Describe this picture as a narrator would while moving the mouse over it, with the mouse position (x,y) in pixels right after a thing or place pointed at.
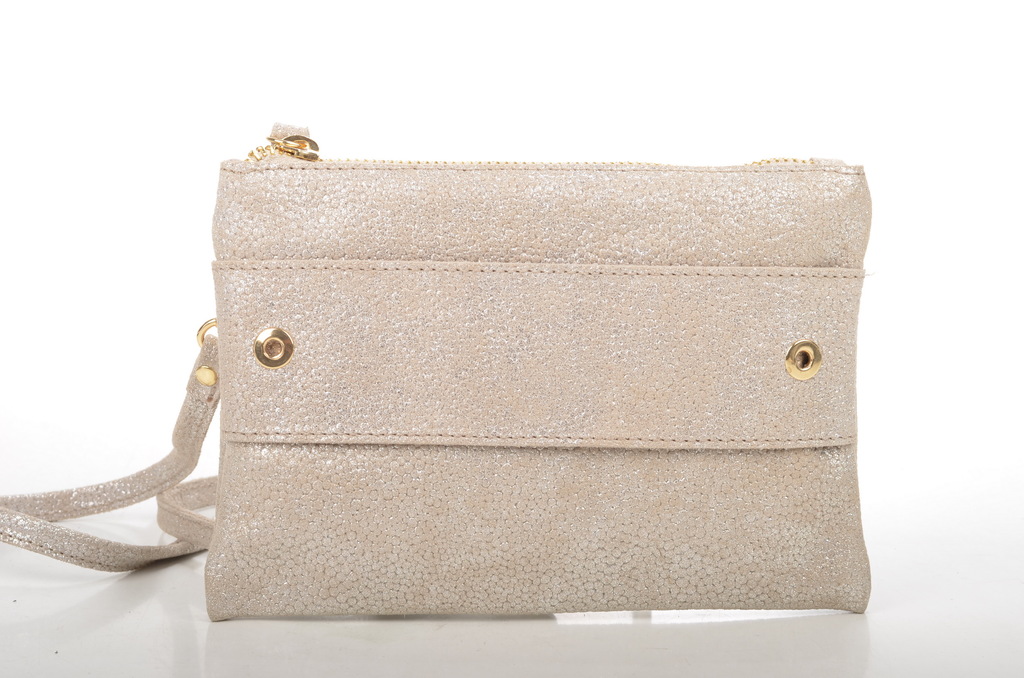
This image consists of a bag (343,473) which is in shiny white color. It has a zip (308,144) and a handle (187,429).
